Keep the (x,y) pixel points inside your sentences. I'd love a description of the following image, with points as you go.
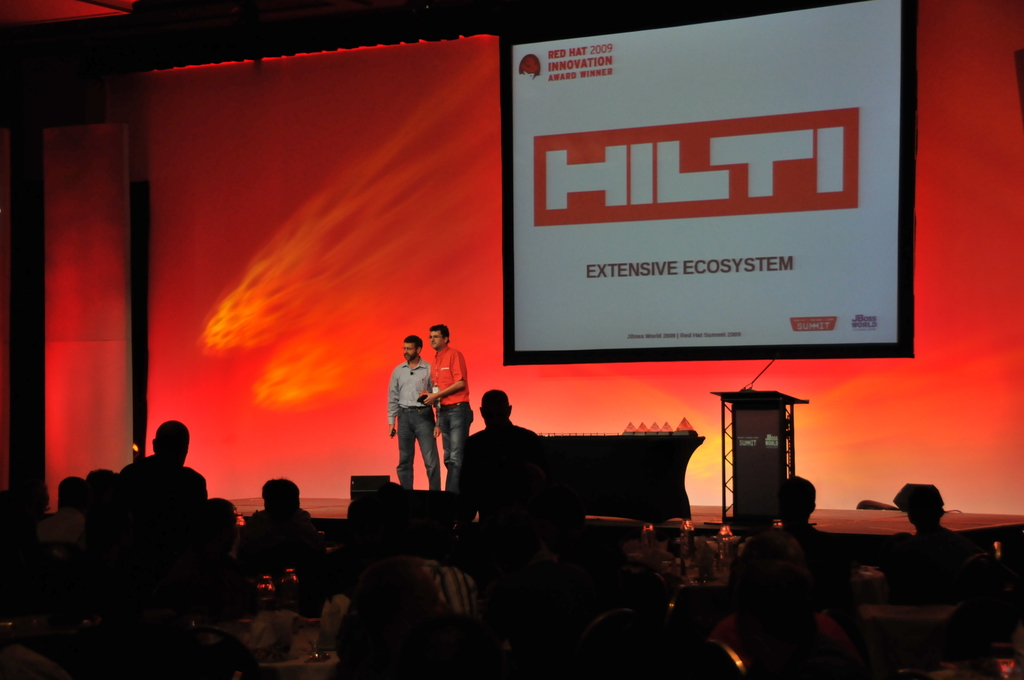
In this picture we can see two persons (421,437) standing on the stage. Beside there is a table (638,466) and speech desk (751,421). Behind there is a projector screen (556,314) and red banner (298,348).
